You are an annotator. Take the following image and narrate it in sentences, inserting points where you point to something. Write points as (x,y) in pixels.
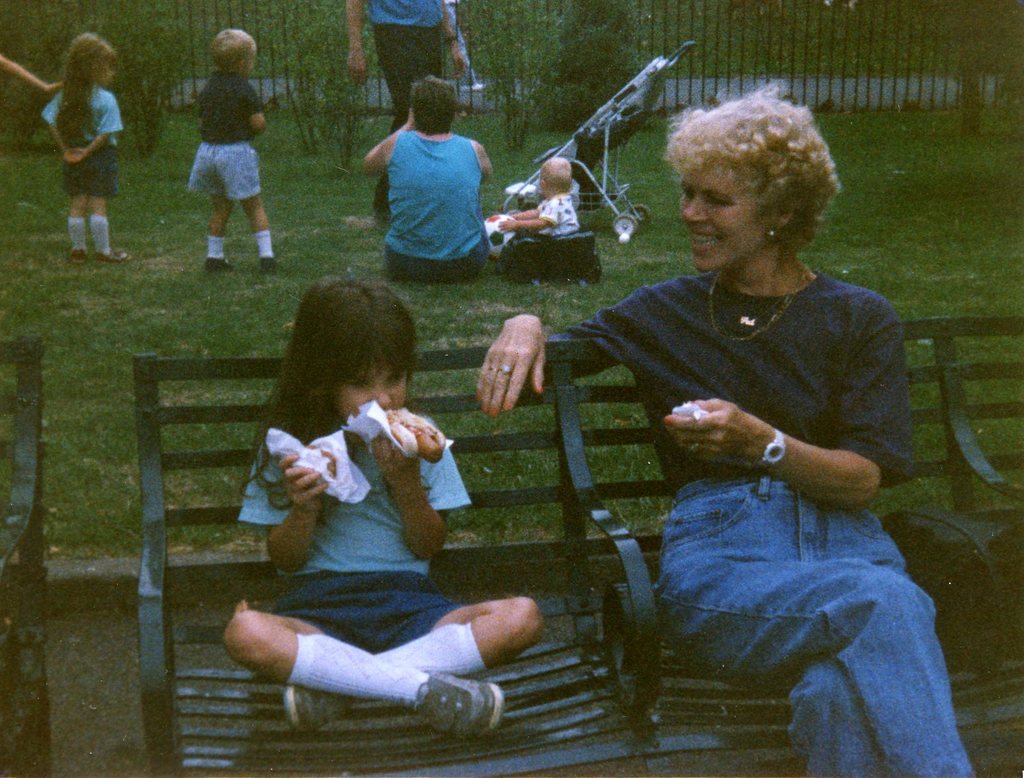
In the image there are two people (369,606) sitting on a bench (676,653) and behind them there are kids (246,77) and other people (405,176) on a grass surface (300,186), behind them there is a fencing (716,69).
